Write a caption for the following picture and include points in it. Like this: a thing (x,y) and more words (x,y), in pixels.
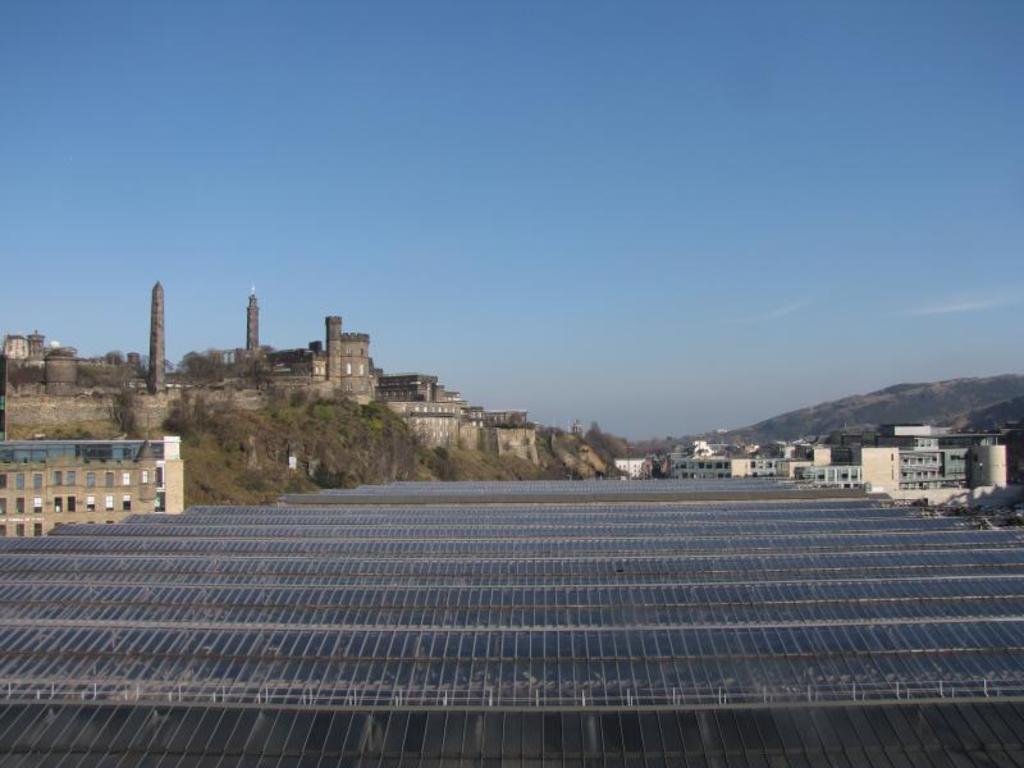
In this image we can see the roof (654,724), buildings (56,442), hills (274,469) and the blue sky (675,203) in the background (603,288).
